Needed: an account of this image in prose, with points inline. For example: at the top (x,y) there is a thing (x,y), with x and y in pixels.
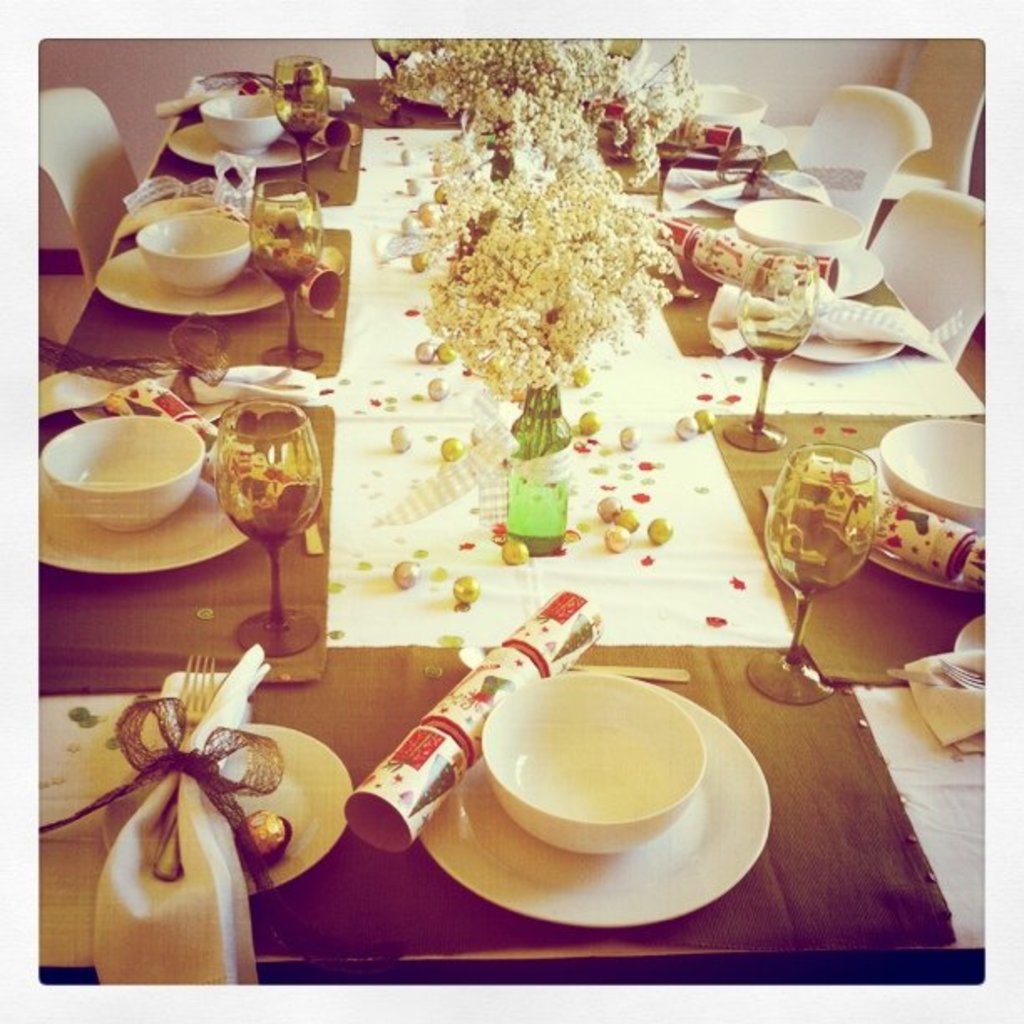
On this table (387,260) there are flower vase (552,282) with ribbon (545,468), glasses (254,424), bowls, card (500,664), plates (135,299) and balls (397,582). Beside this table (655,313) there are chairs (98,147) in white color.
